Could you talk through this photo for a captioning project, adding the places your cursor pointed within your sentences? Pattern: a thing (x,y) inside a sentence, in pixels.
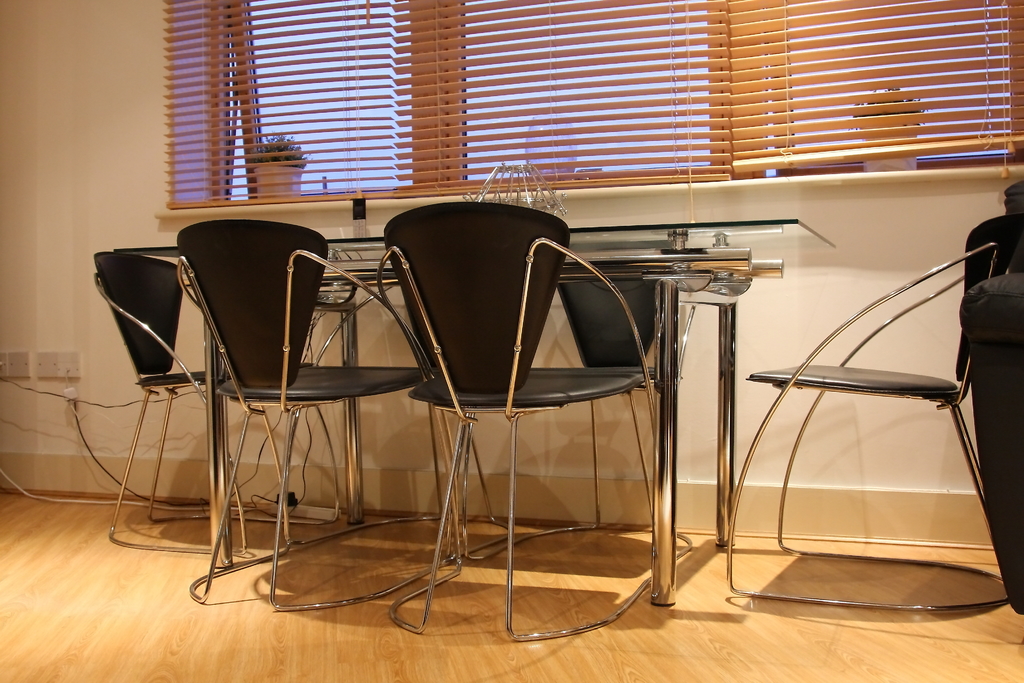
This picture might be taken inside the room (328,269). In this image, on the right side (1002,576), we can see a couch (989,434) and a chair (955,396). In the middle of the image (448,245), we can see some tables (341,290) and chair (432,290), on that table (656,232), we can also see a metal instrument (486,192). On the left side (135,404), we can see a switch board (56,375) and electrical wires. In the background (541,11), we can see a curtain (340,107), window (324,106), flower pot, plants (275,139) and a wall (600,204).
